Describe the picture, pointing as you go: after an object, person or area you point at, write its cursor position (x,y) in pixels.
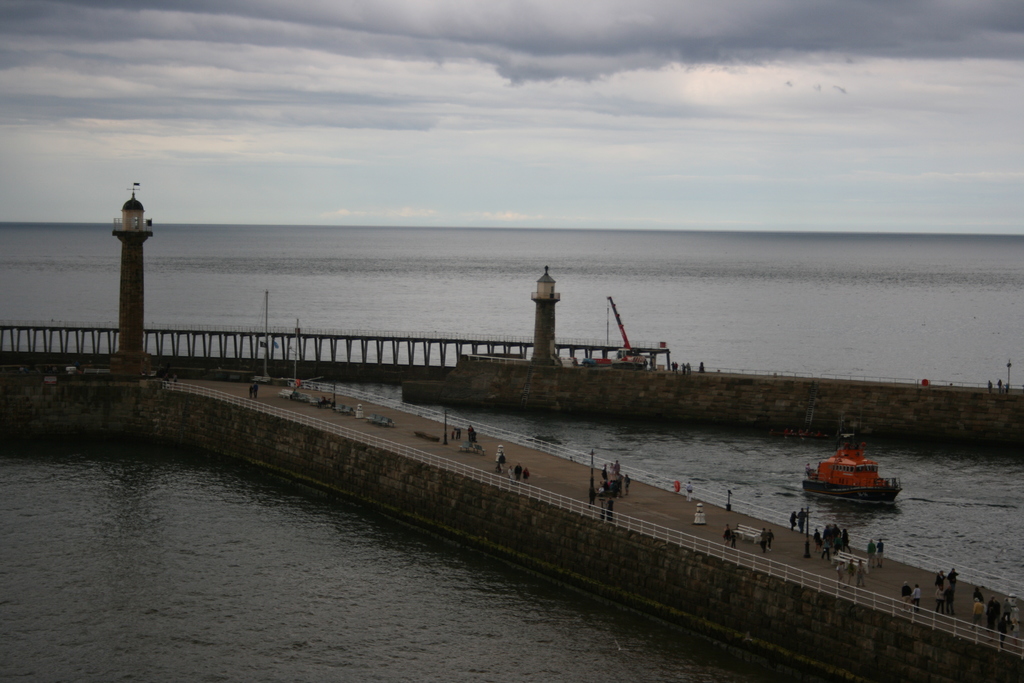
In this picture there is water (130,658) on the right (686,472) and left side of the image (215,680) and there is dock (545,527) in the center of the image (400,430), there are two pillars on the right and left side of the image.
